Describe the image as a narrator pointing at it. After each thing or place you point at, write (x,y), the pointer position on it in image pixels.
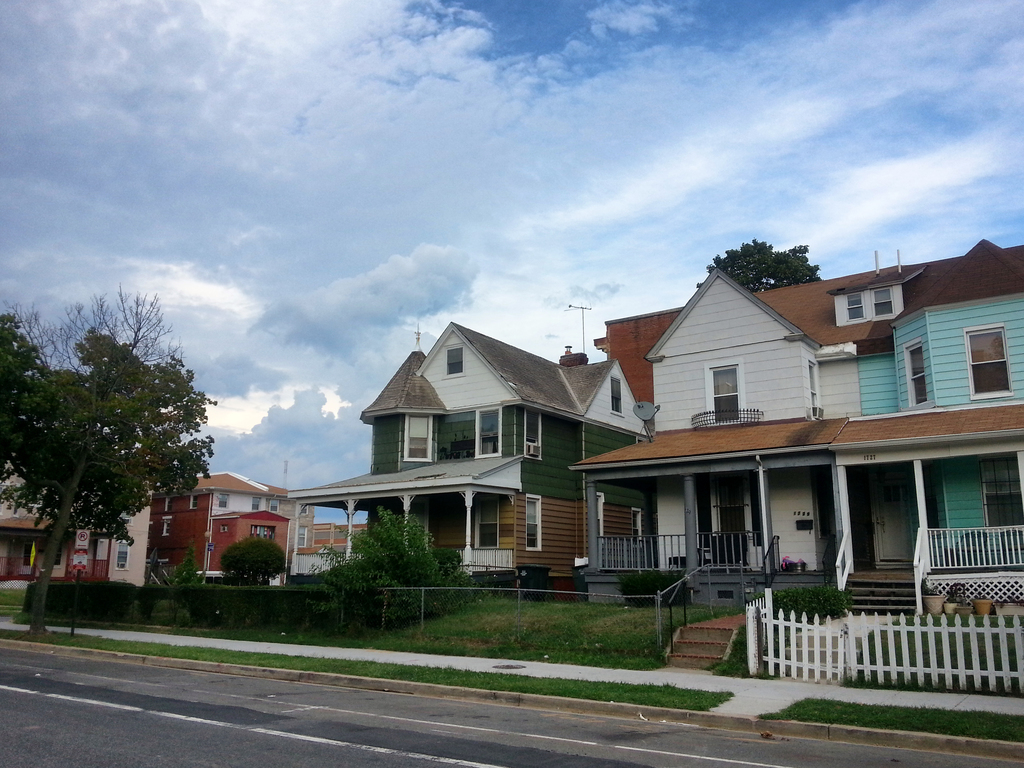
In this picture we can see there are houses (640,464) and in front of the houses (289,510) there are trees (253,558), hedges (321,601), fences (458,625) and pots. Behind the houses (599,379) there is a pole (584,348) and the cloudy sky (451,261).
